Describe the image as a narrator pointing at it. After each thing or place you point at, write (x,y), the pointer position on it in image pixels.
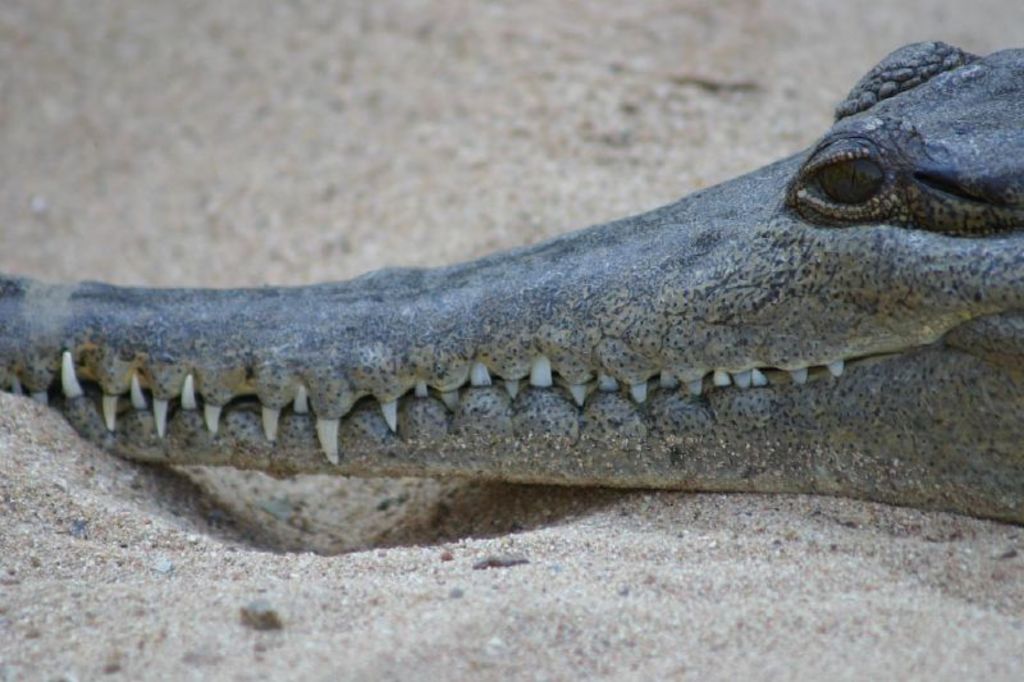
There is a crocodile (513,285) on the sand (326,611).
